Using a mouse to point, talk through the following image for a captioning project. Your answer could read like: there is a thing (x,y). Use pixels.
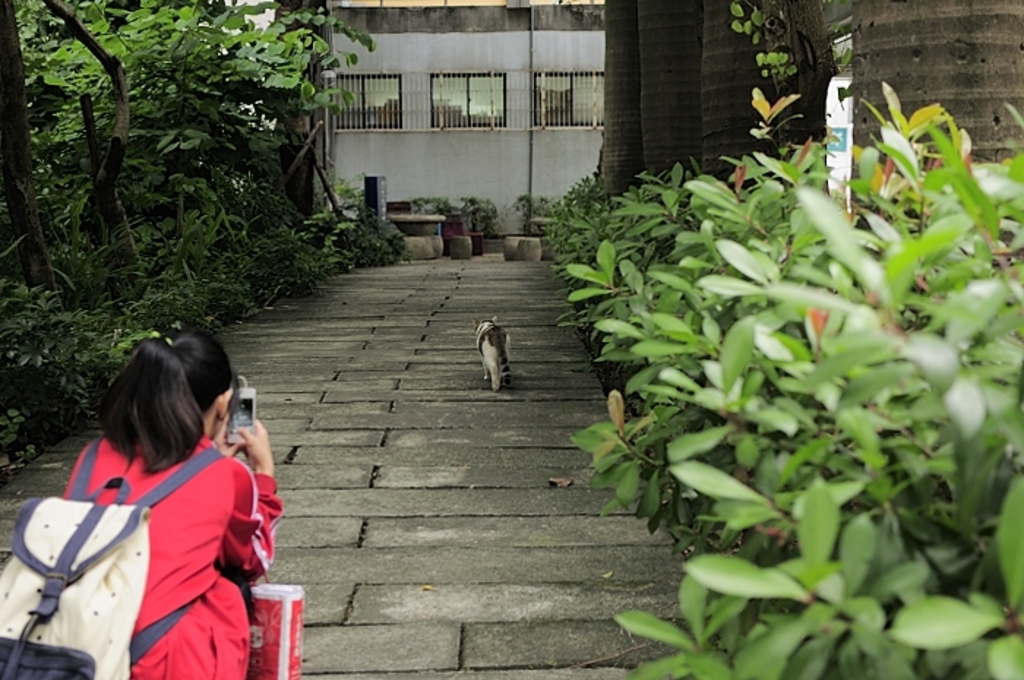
In this image we can see a cat (498,370) moving on the path (396,517) of a road (392,598), behind the cat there is a girl (167,545) wearing a red dress (175,515) and a bag (126,546), holding a phone (234,423). On the either sides of the road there are trees (191,84) and plants (682,349). In the background (483,137) there is a building (532,169), in front of the building (408,198) there are some objects (465,250) placed on the path (363,612).
